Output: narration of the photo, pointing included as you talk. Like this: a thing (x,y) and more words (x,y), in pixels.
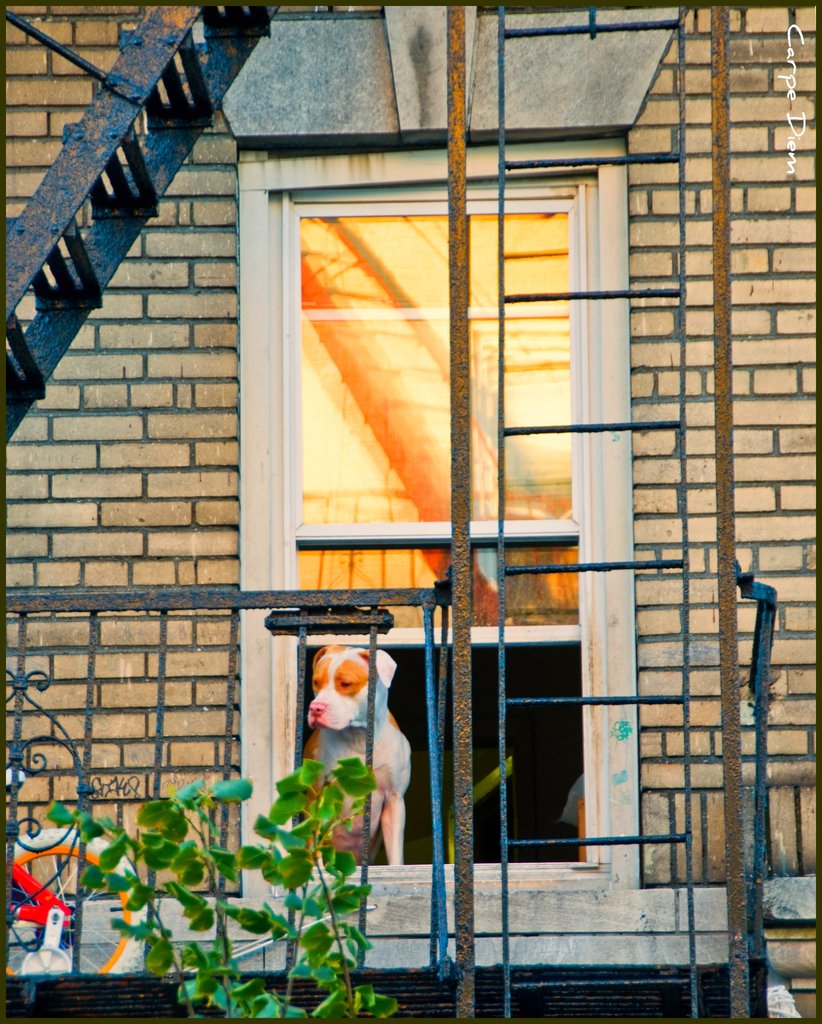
In the center of the image (428,381) there is a building (243,420), wall (700,262), window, fence (145,935), staircase (209,25), ladder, plant (136,928), one dog (394,852), which is in brown and white color and few other objects (719,373). On the top right side of the image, we can see some text (787,43).
